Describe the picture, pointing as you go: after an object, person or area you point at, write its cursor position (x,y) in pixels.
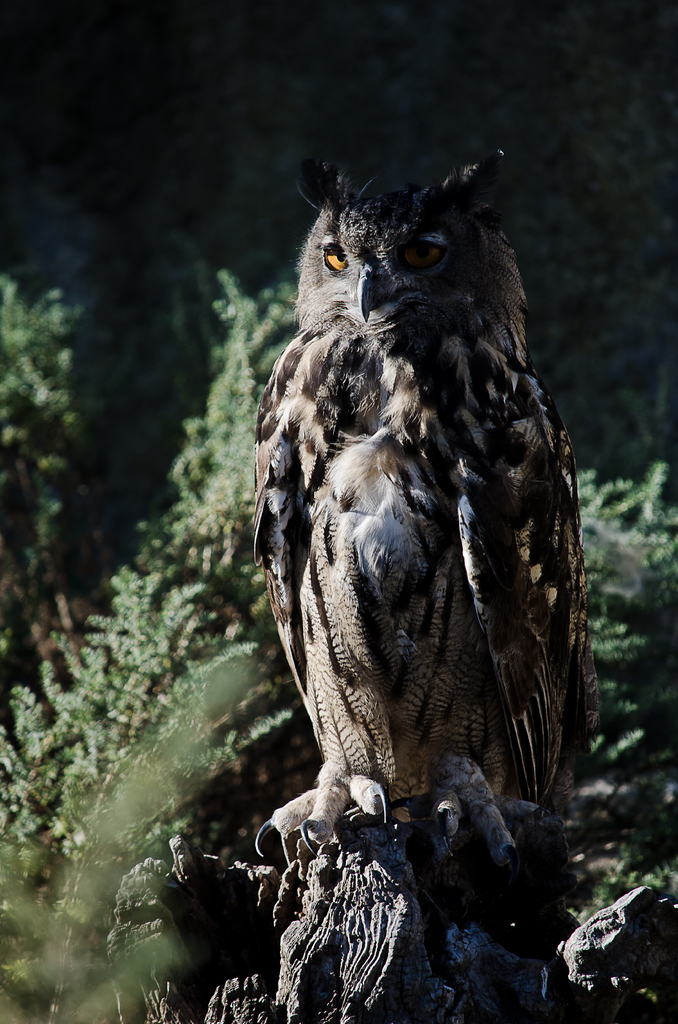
In this image there is an owl (356,490) in the middle (354,546). In the background (189,598) there are so many plants (141,612).
